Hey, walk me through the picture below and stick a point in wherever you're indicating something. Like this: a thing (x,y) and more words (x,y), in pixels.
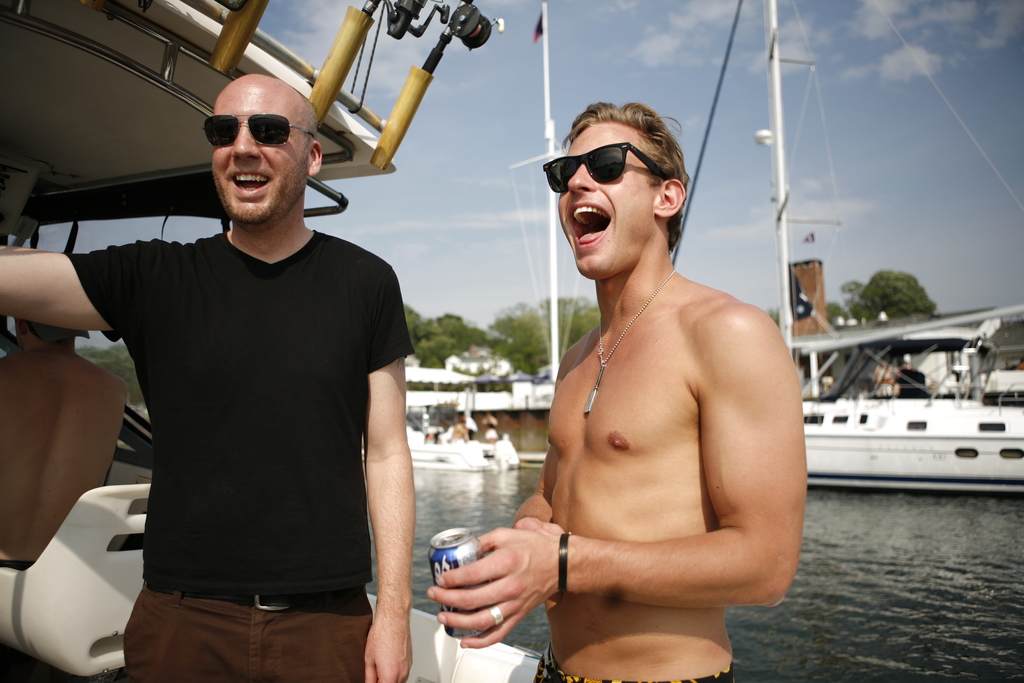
This is an outside view. At the bottom of the image (902,649) I can see the water (853,663). On the left side (208,383), I can see two men (370,437) are standing in the boat (31,604) and smiling. The man (571,230) who is on the right side (684,391) is holding a can (447,550) in the hand (507,548), another man (233,393) is wearing a black color t-shirt (228,402). In the background (966,451), I can see another boat (847,391) and also I can see the buildings (498,371) and trees (463,334). On the top of the image (640,46) I can see the sky (662,45).
